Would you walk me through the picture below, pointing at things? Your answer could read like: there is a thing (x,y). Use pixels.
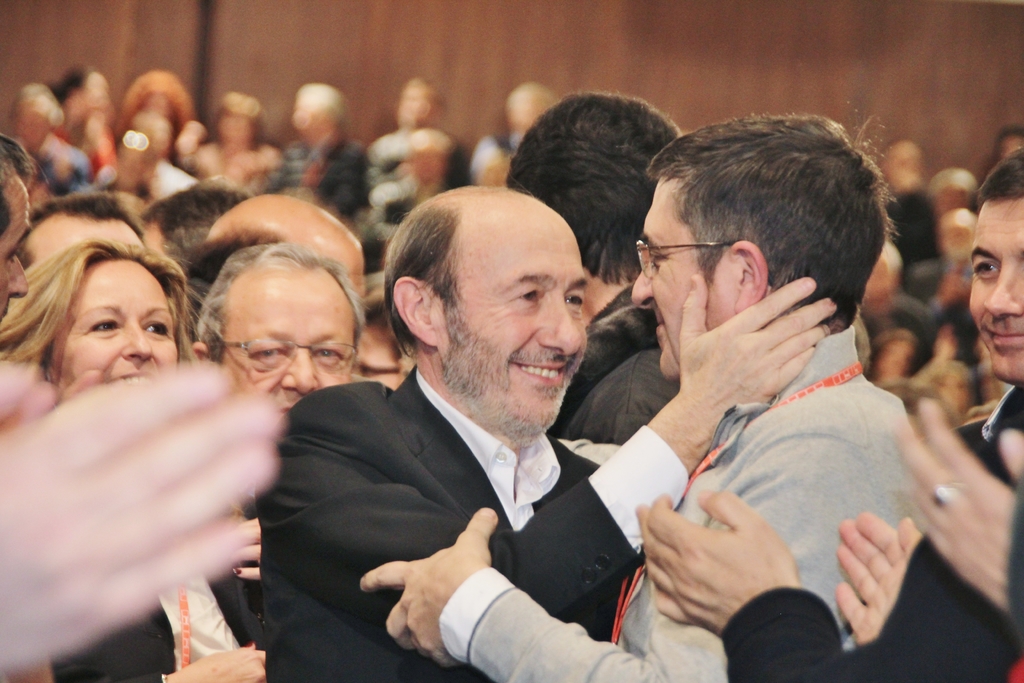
This image is inside of an auditorium (458,307), there are many people (413,267) in the auditorium (476,257).
